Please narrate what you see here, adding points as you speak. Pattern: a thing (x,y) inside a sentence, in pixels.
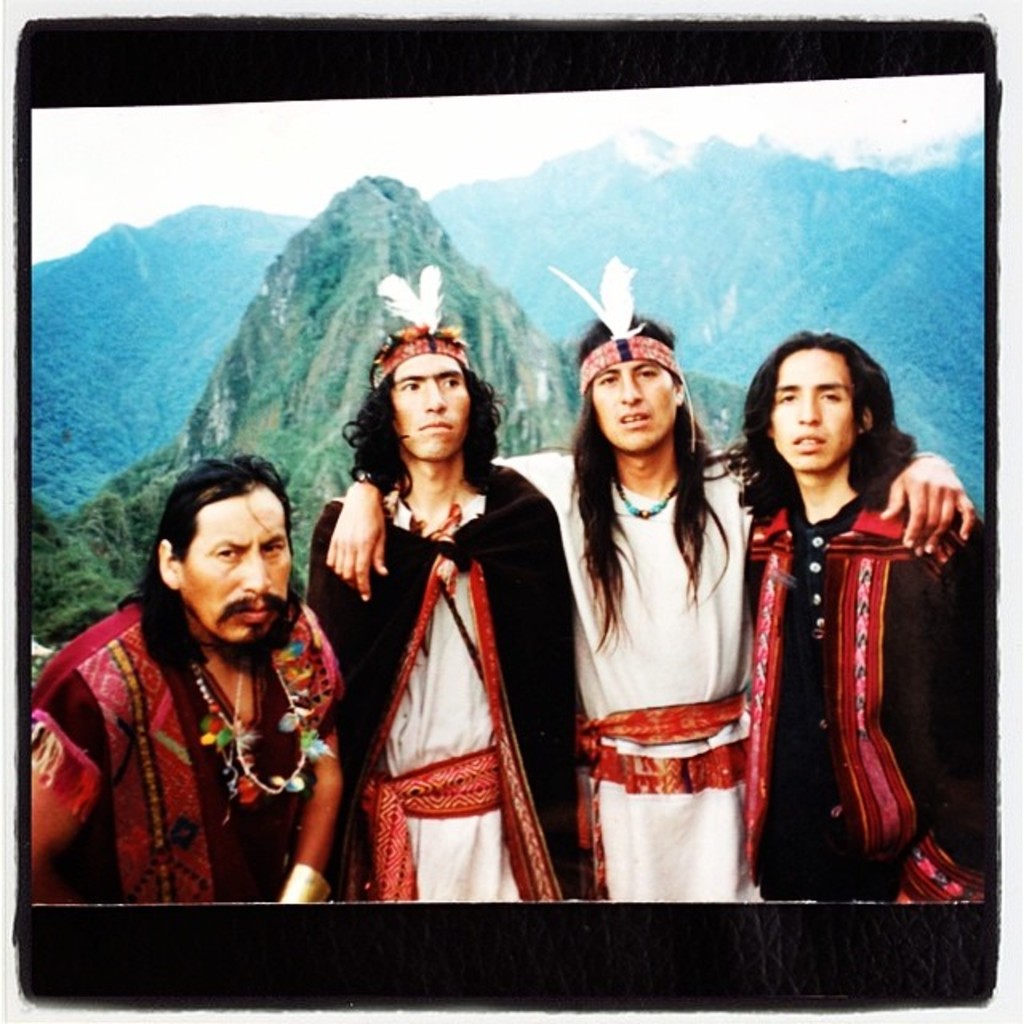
In this image we can see four men (685,602). They are wearing traditional dress (575,638). In the background (547,275), we can see mountains (204,303) and the sky (161,163).
